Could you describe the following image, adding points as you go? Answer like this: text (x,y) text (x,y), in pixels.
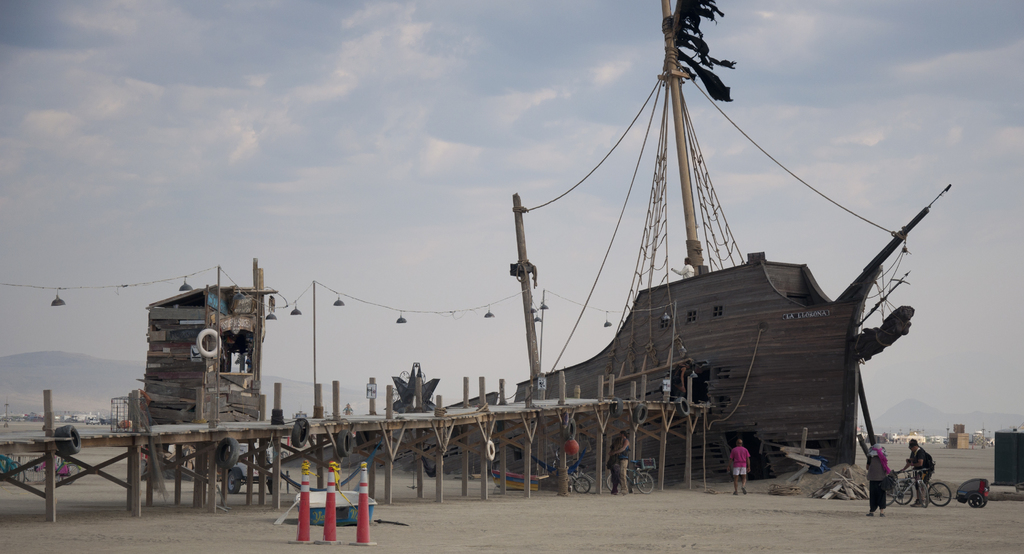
There are traffic cones (334,492) and a boat (338,495) in the foreground area of the image (373,493), there are people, it seems like a dock (465,386), a ship (573,380), lamps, vehicles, it seems like mountains (939,410) and the sky (80,200) in the background (369,188).
